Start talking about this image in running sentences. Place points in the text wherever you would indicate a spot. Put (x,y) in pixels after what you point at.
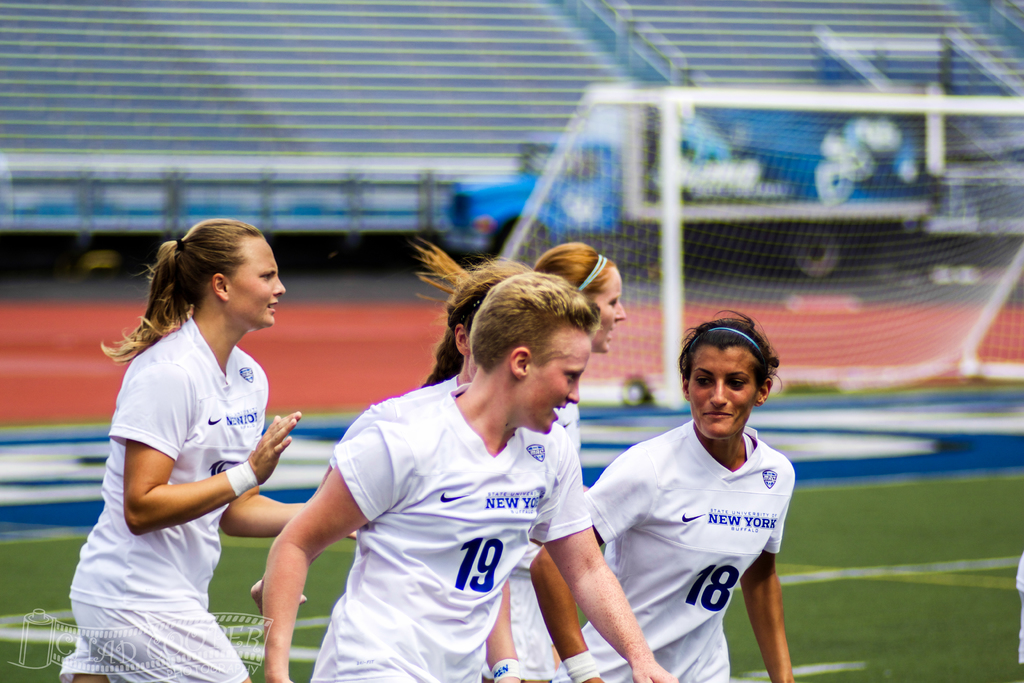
Here a man (532,278) is running, he wore a white color dress (451,581) and a group of girls (155,329) are also running they wore white color dresses (644,488). On the right side (719,194) there is a net (725,206).
